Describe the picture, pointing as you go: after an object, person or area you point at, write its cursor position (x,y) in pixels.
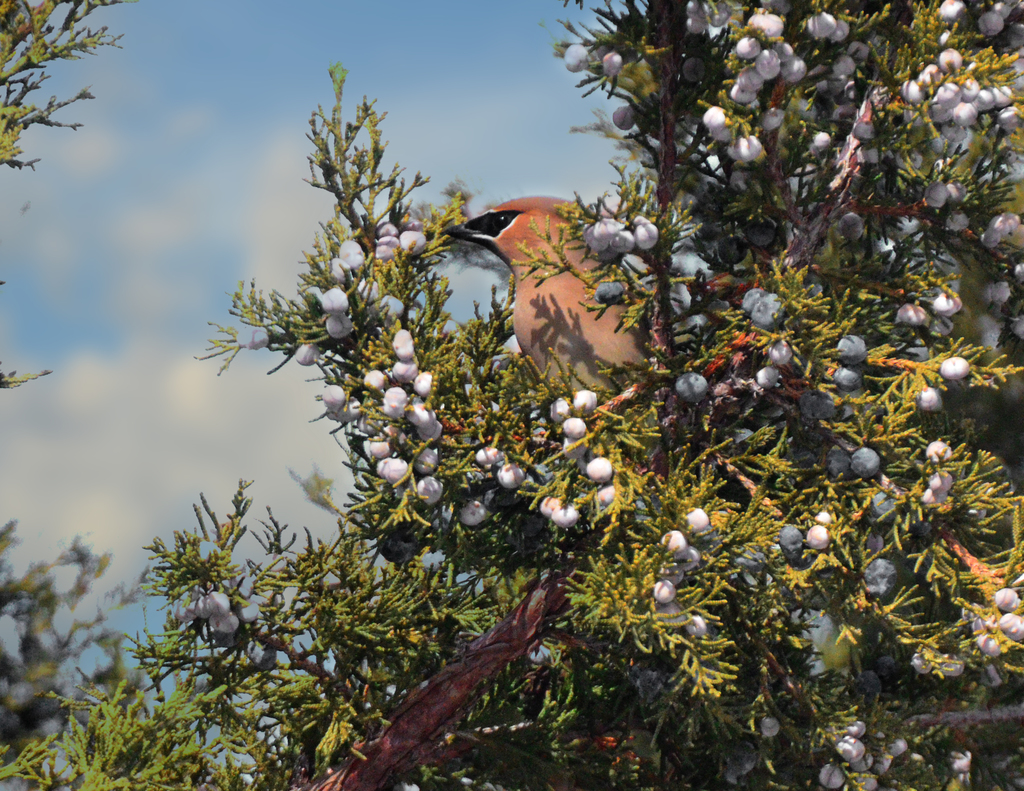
In this image in the front (520,592) there are plants (761,447) and on the plants (859,413) there is a bird (575,318) standing and the background (87,567) is blurry and the sky (143,311) is cloudy and there are berries (699,527) on the plants (834,427).
